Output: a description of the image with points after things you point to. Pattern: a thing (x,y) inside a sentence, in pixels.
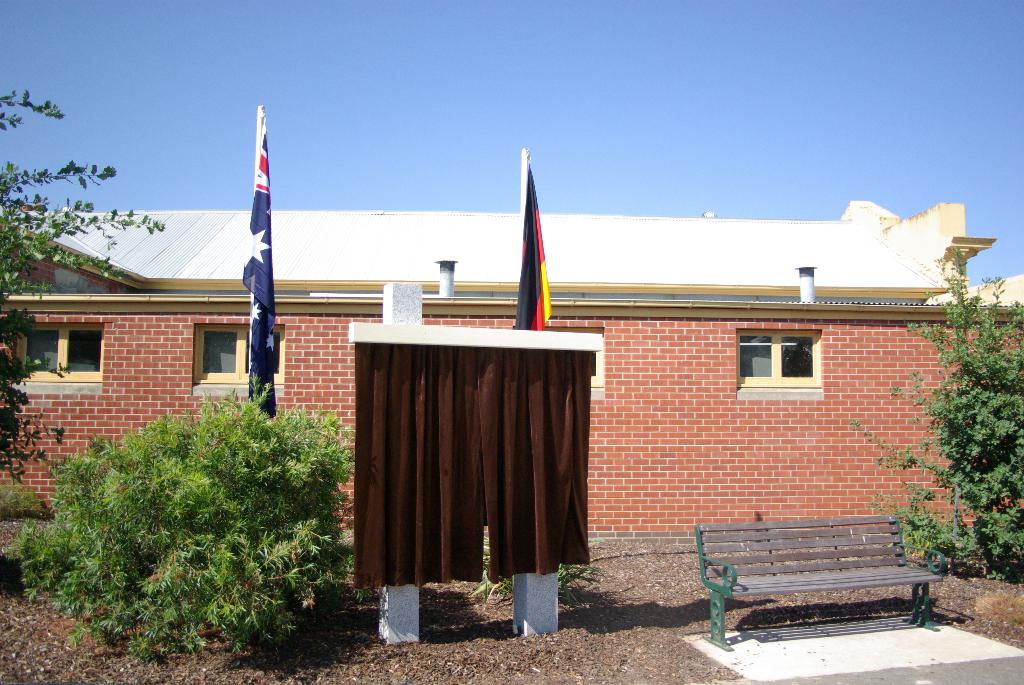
This is a building (125,329) with roof top (716,256). This wall (354,360) are made with bricks (323,356). These are plants (993,464). This is a bench (857,550). Backside of this curtains (389,364) there are flags (542,305). Sky (480,48) is in blue color.
